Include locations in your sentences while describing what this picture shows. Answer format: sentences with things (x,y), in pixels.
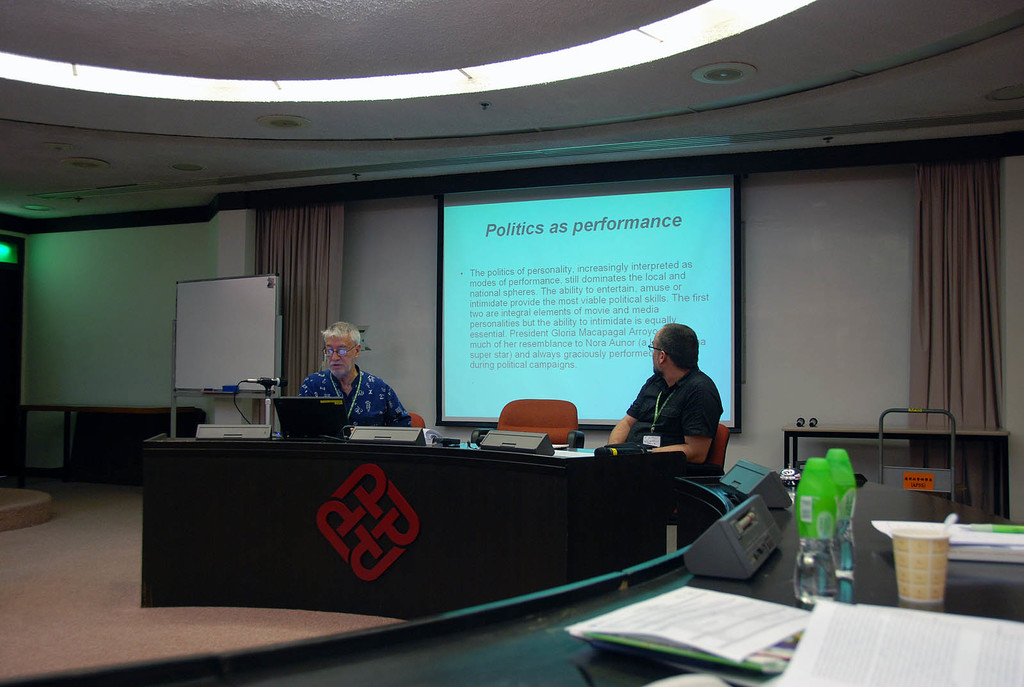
In this picture we can see two people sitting on chairs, here we can see a floor (113,514), mic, laptop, bottles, papers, glass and some objects (470,526) and in the background (319,218) we can see a screen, curtains (339,231), wall (361,272), board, roof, lights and some objects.
